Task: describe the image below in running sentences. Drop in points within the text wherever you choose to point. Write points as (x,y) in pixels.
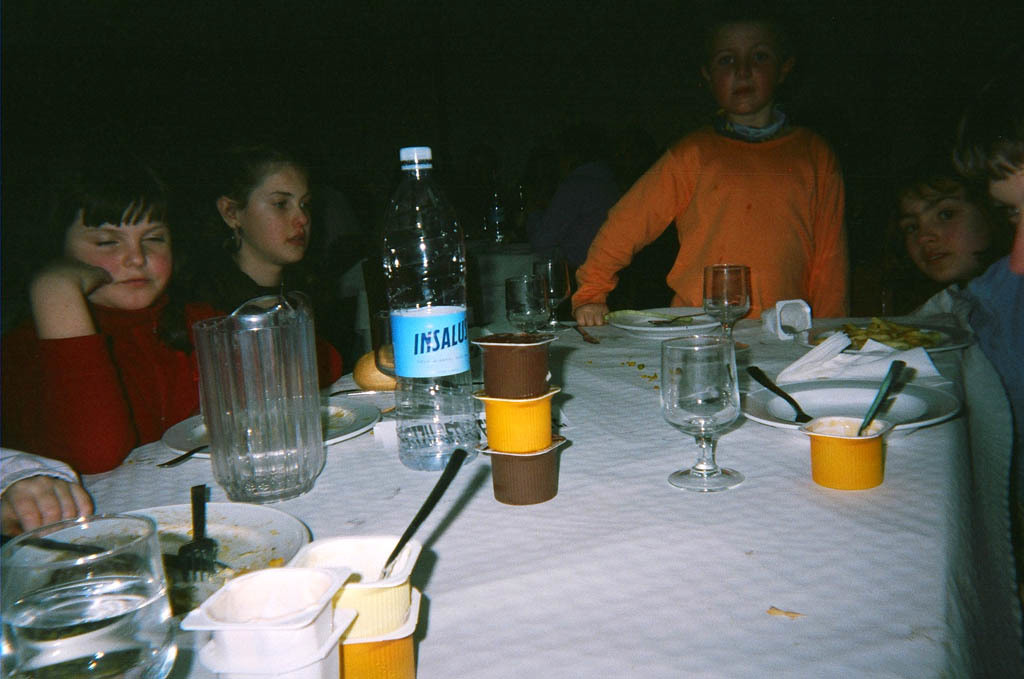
Few people (156,255) are sitting on a chair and one person (768,240) is standing. In-front of them there is a table (789,580). On a table (835,498) there is a bottle (399,351), glass (148,662), plate (251,409), fork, spoon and cups (491,436).
